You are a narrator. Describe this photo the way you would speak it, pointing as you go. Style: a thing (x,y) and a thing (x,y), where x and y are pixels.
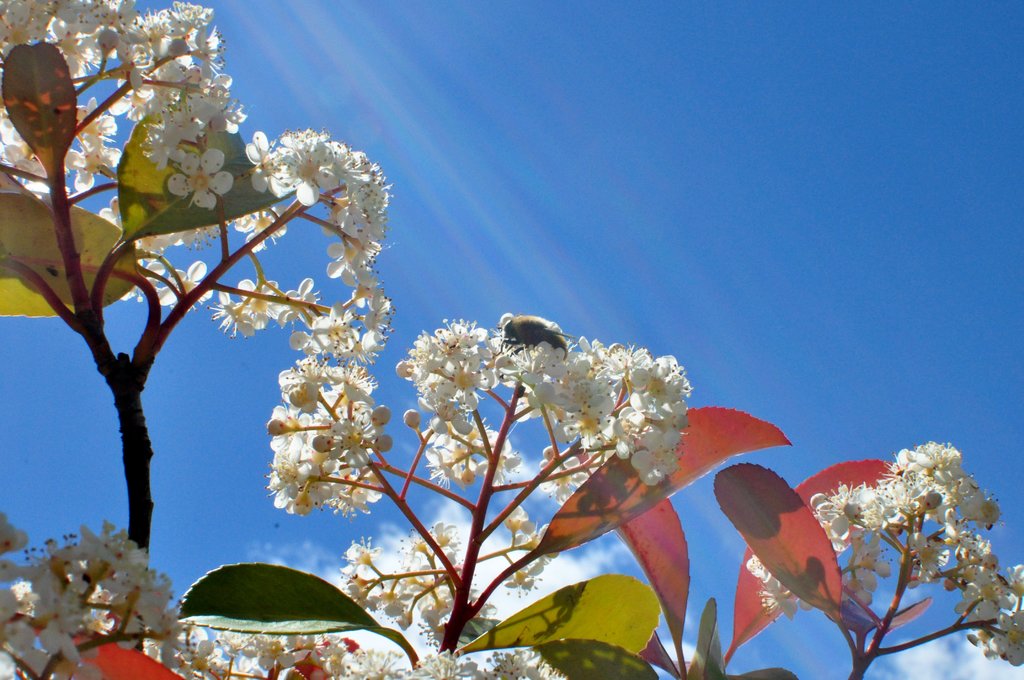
In the image we can see some plants (103,260) and flowers (546,679). Behind them there are some clouds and sky (921,118).
